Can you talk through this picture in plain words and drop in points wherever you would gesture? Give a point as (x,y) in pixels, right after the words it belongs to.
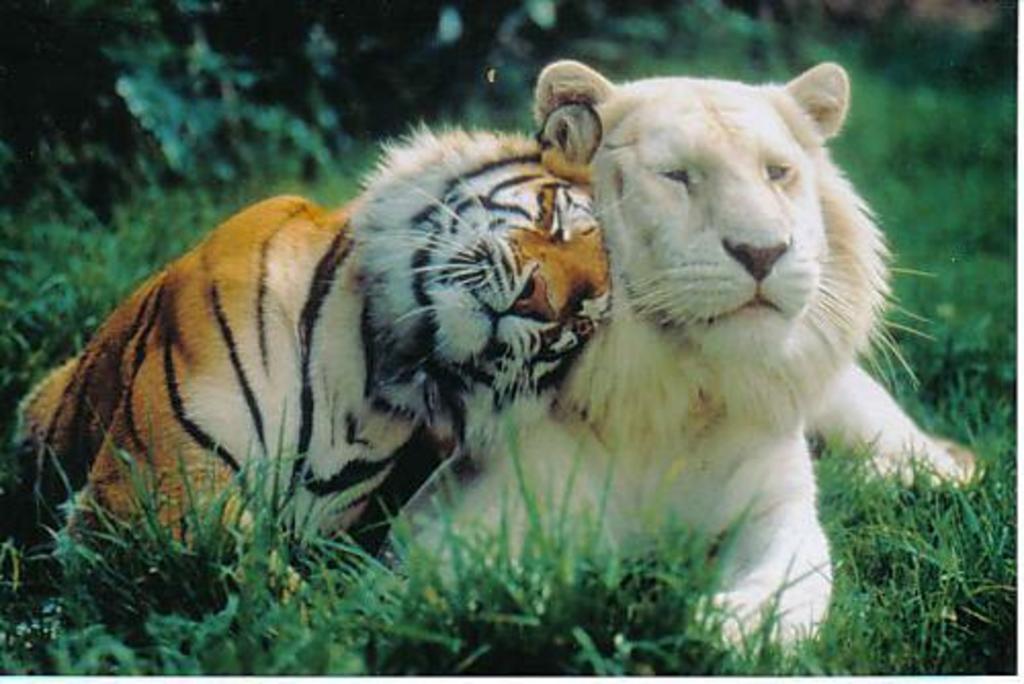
In this image I can see a tiger (301,343) which is cream, brown and black in color and a lion (652,388) which is white and cream in color are laying on the grass (294,663) which is green in color. In the background (137,53) I can see few trees (177,48) which are green in color.
